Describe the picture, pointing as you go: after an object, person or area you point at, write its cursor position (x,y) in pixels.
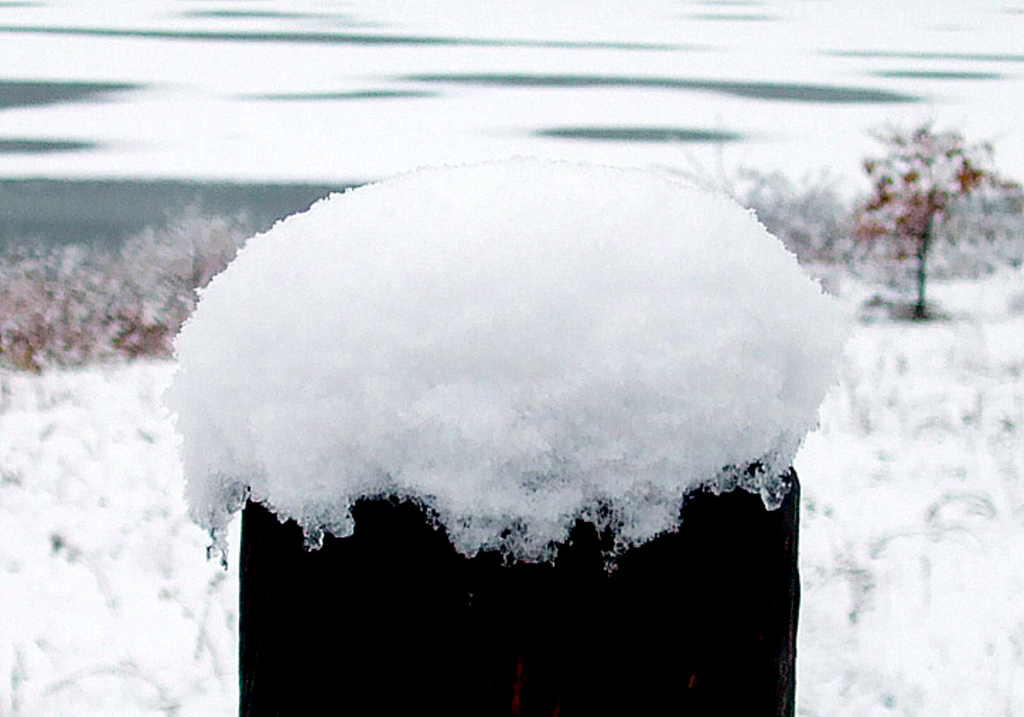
In this picture we can see snow (125,371) at the bottom (879,617), in the background (925,235) there are some trees (988,173), there is a blurry background (1015,188).
